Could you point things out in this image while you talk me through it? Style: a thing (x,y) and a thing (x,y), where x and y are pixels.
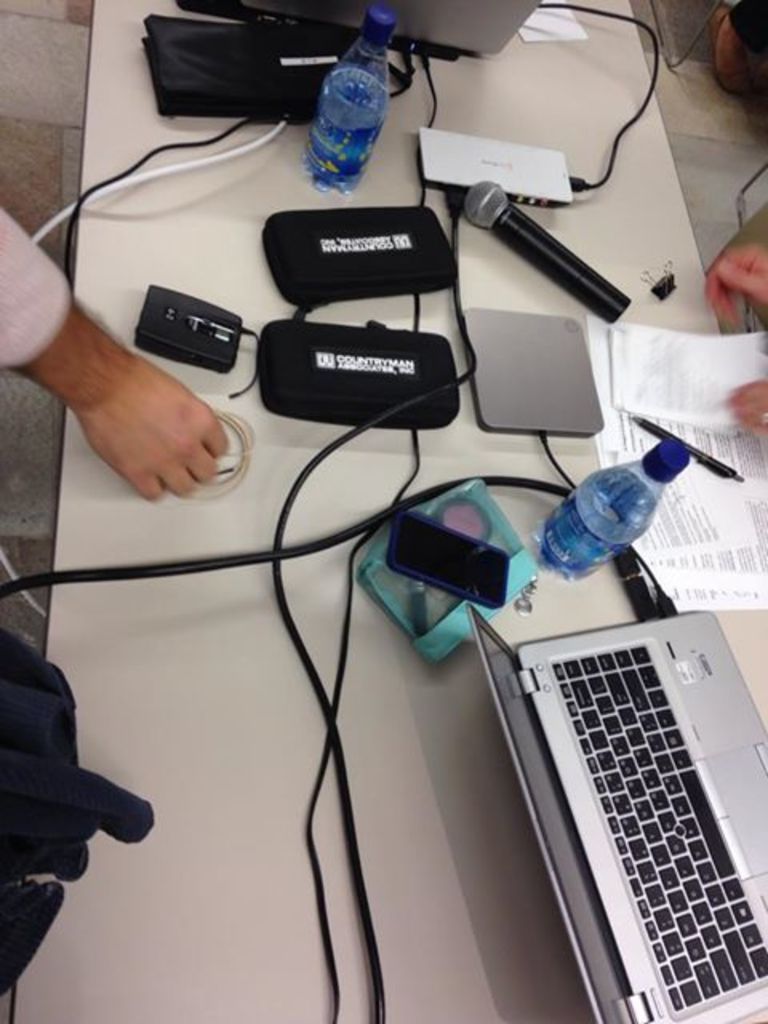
On the table (384,868) we have laptop (630,791), bottle (595,510), paper (689,539), microphone (516,240), cable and persons (47,362) are standing near the table (651,305).
